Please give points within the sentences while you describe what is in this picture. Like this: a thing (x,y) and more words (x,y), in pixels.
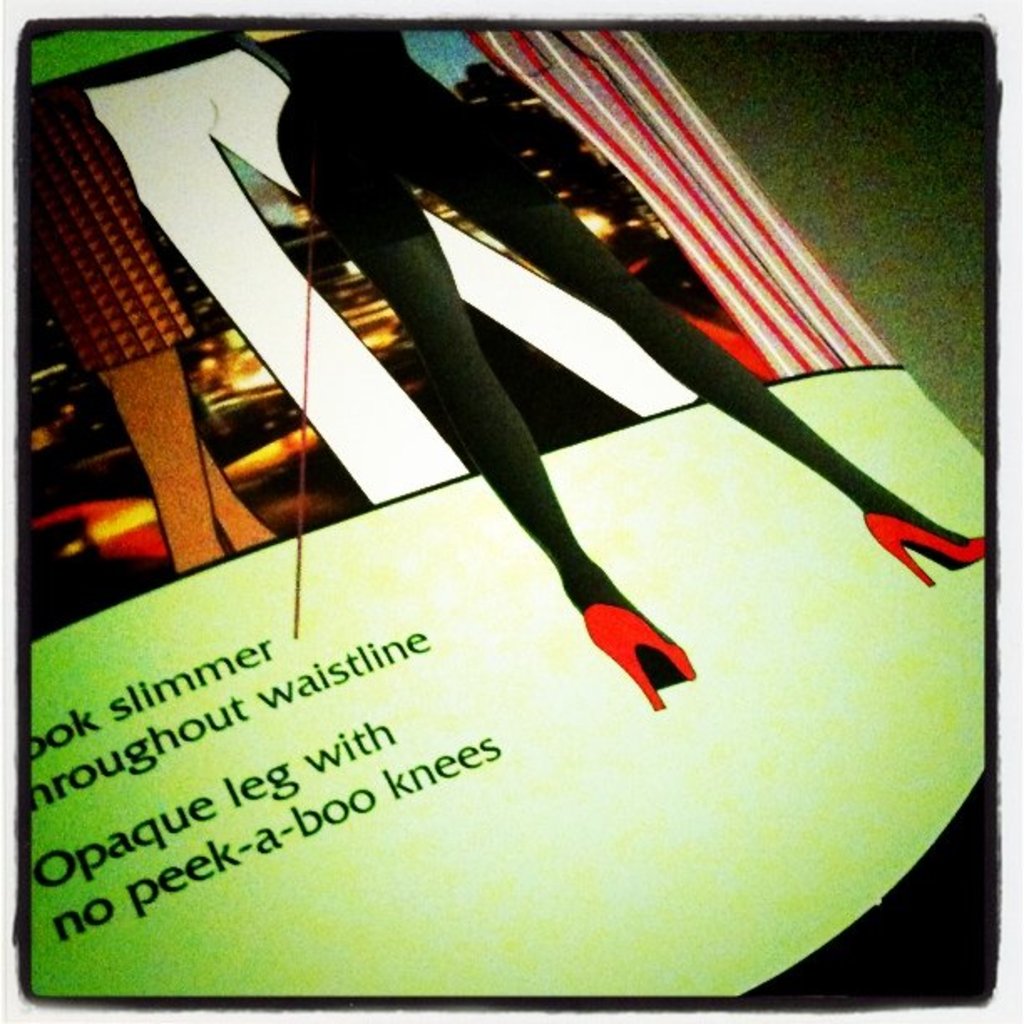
In this image we can see a poster (478,672). On the poster (683,505) we can see the legs (515,194) of the persons (498,275). In the bottom left (311,826) we can see some text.
